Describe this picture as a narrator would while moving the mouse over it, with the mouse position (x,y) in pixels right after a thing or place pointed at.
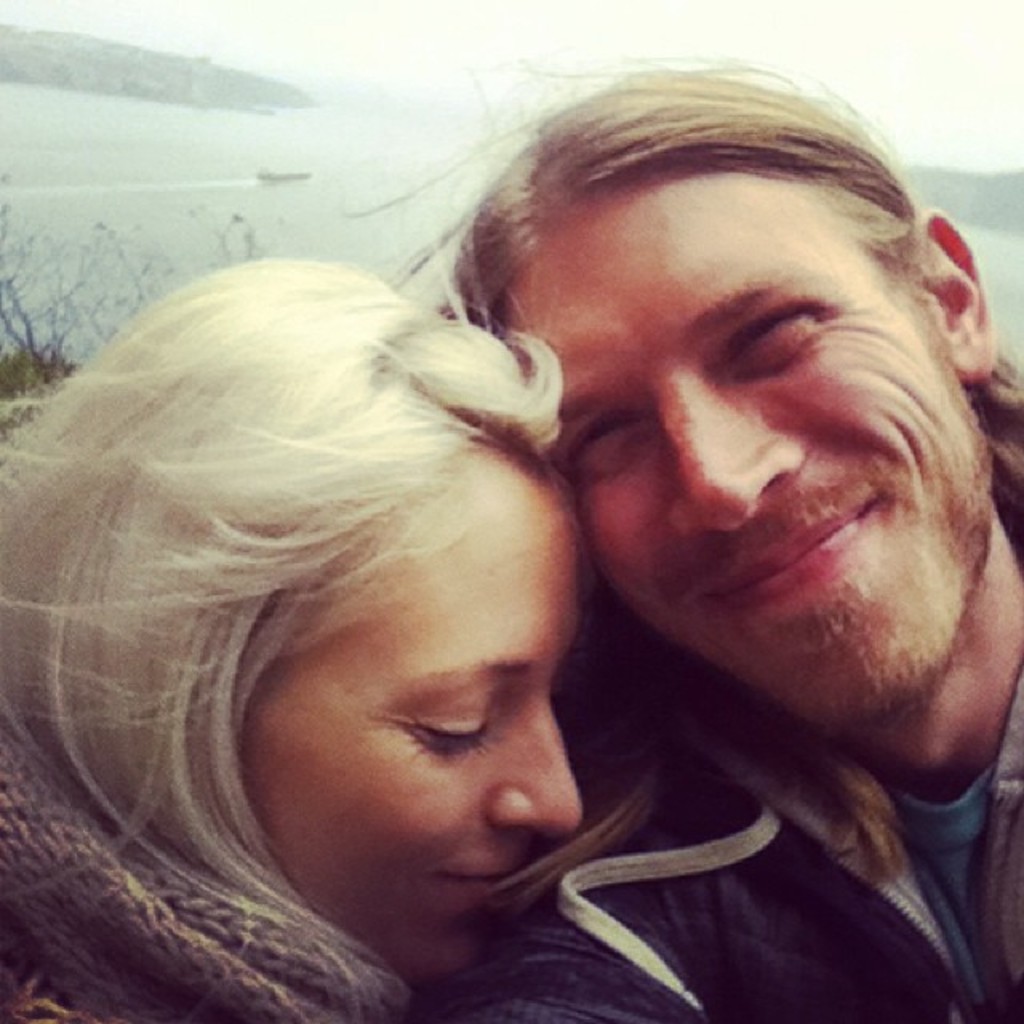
In this picture I can see a man (726,723) and a woman (306,1014) with smile on their faces (911,536) and I can see plants (30,356) and a boat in the water (327,193) and hills (189,93) on the back (978,229).
